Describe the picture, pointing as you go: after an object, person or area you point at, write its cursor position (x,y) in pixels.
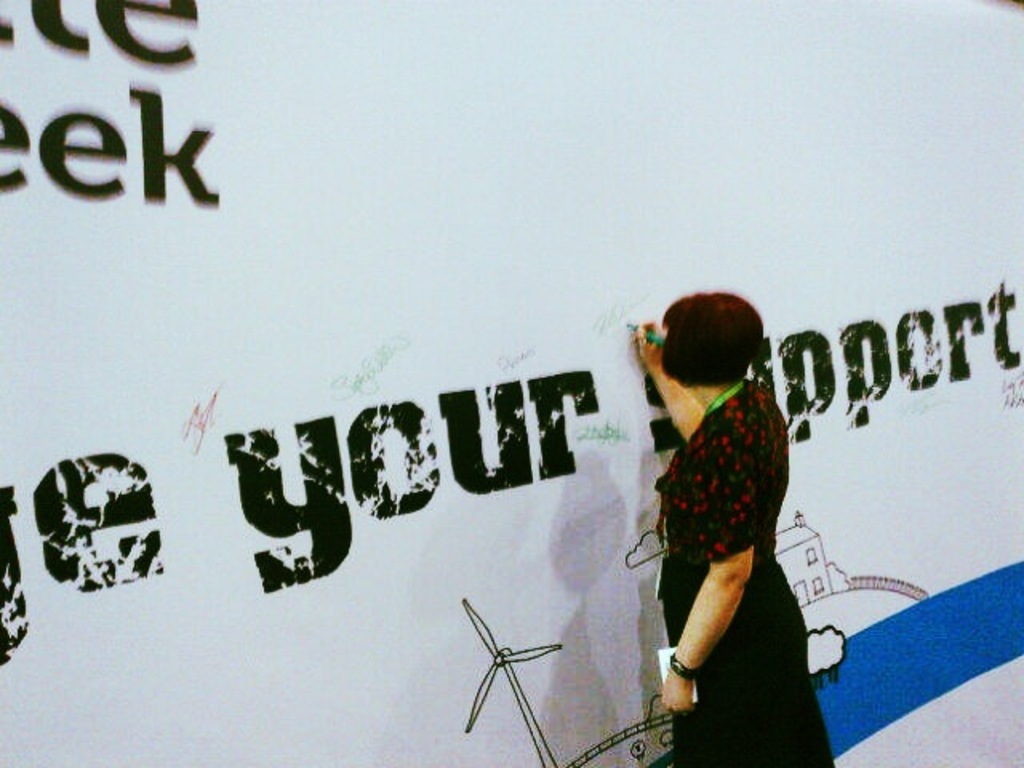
In this image we can see a woman (742,520) holding a pen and a paper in her hand (681,693) is standing. At the top of the image (204,124) we can see a banner (559,322) with some text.
